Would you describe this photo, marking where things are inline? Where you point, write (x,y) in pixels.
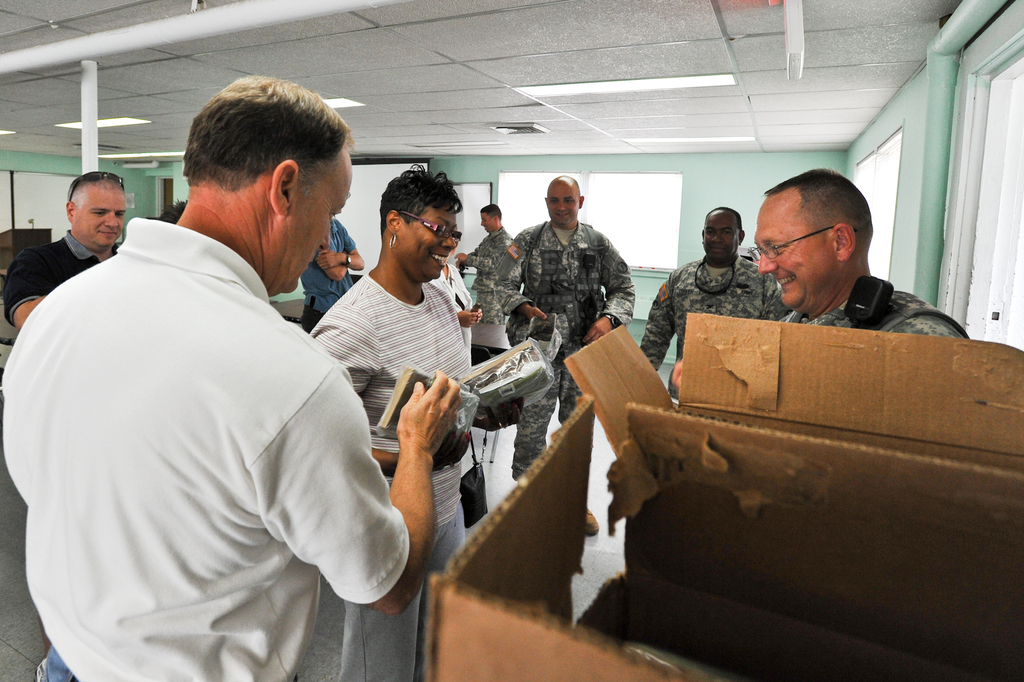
In the image we can see there are many people (263,367) standing, they are wearing clothes (568,278) and some of them are wearing army clothes (621,293) and spectacles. This is a box (664,641), pole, light (677,82), window (662,196), handbag (469,490), floor (29,605) and books (474,373).
